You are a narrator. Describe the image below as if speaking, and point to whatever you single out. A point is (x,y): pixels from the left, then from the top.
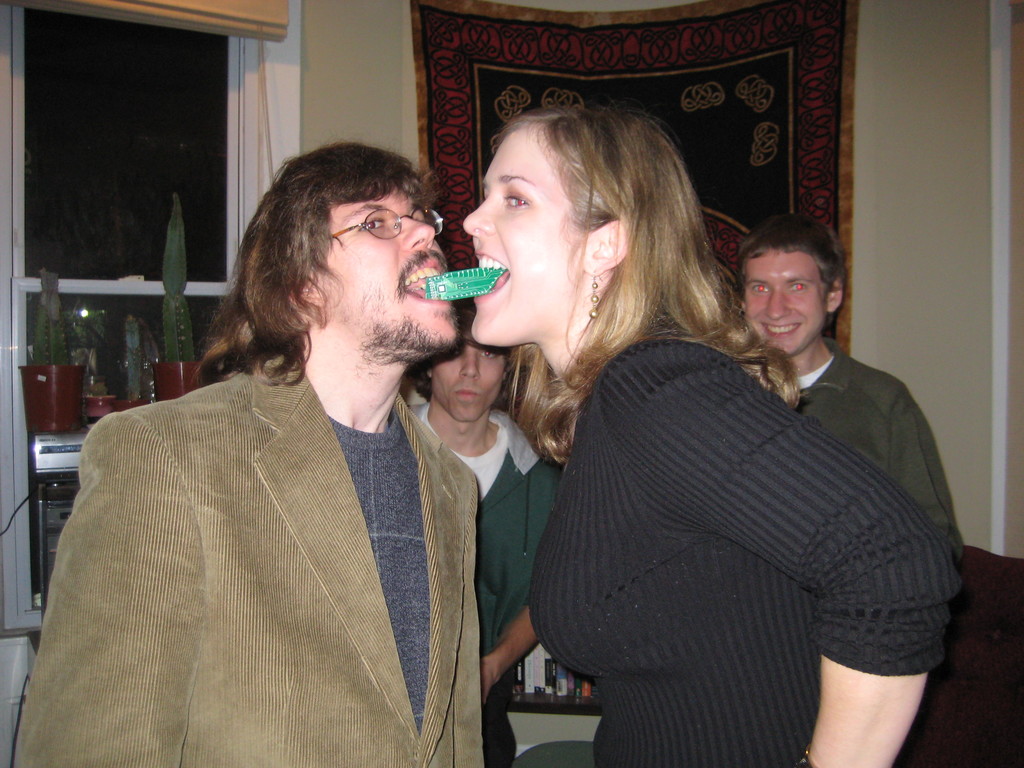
In this picture I can see two people (481,319) holding green color object (472,296) in their mouths (413,299). I can see a few people (751,297) in the background (758,312). I can see glass window (197,186).
